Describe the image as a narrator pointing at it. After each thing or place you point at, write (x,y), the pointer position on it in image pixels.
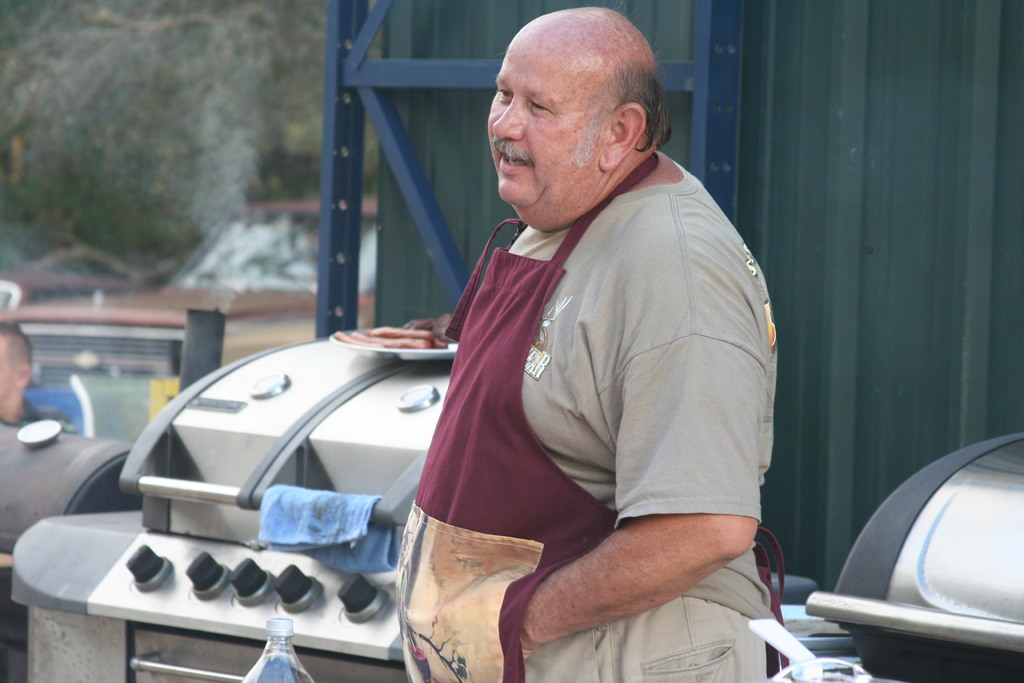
In the image in the center (529,393) we can see one person (532,512) standing. In the background (140,586) there is a wall (882,358), electric stove (185,485), water bottle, plate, cloth (284,495), machine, containers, sausages (385,346) and few other objects (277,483).
